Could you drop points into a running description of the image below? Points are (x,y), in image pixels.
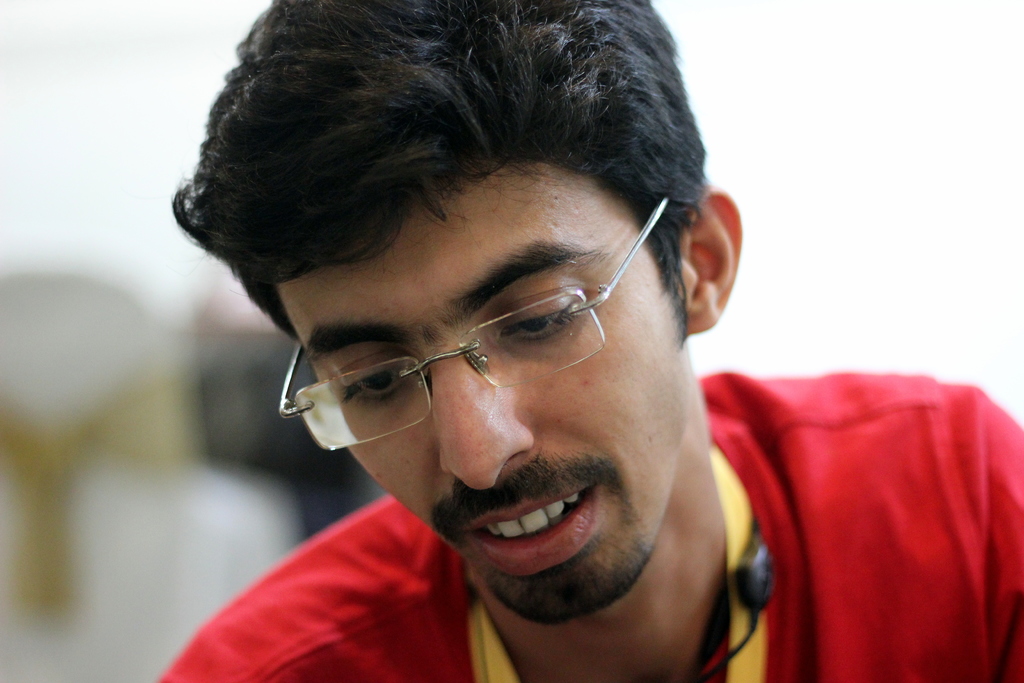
In this image in front (871,424) there is a person (423,491) and the background of the image (27,337) is blur.
